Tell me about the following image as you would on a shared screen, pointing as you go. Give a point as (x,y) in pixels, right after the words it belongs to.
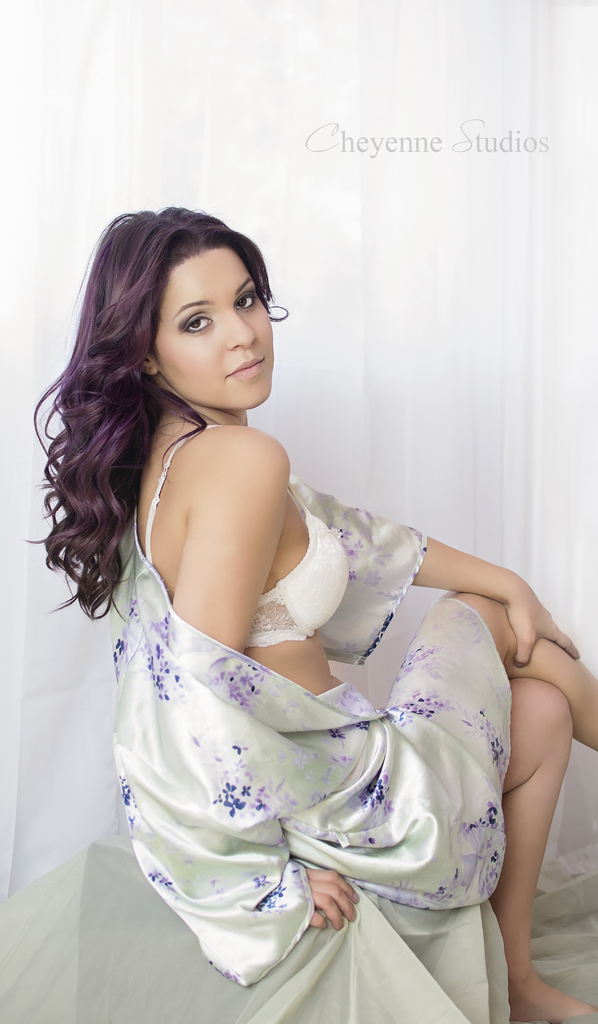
In this image I can see a woman (285,786) is sitting. I can see she is wearing white dress (295,746). In background (6,309) I can see white colour and here I can see watermark (529,141).
